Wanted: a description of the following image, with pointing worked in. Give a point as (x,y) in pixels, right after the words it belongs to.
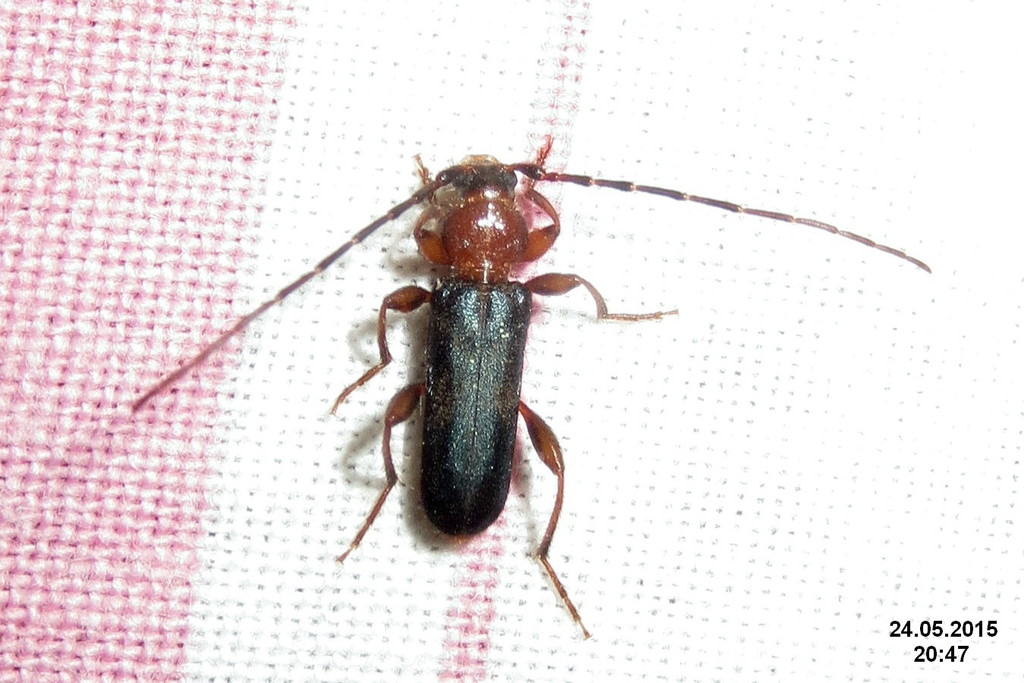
In this picture there is a longhorn beetle (361,237) in the center of the image (348,248).
